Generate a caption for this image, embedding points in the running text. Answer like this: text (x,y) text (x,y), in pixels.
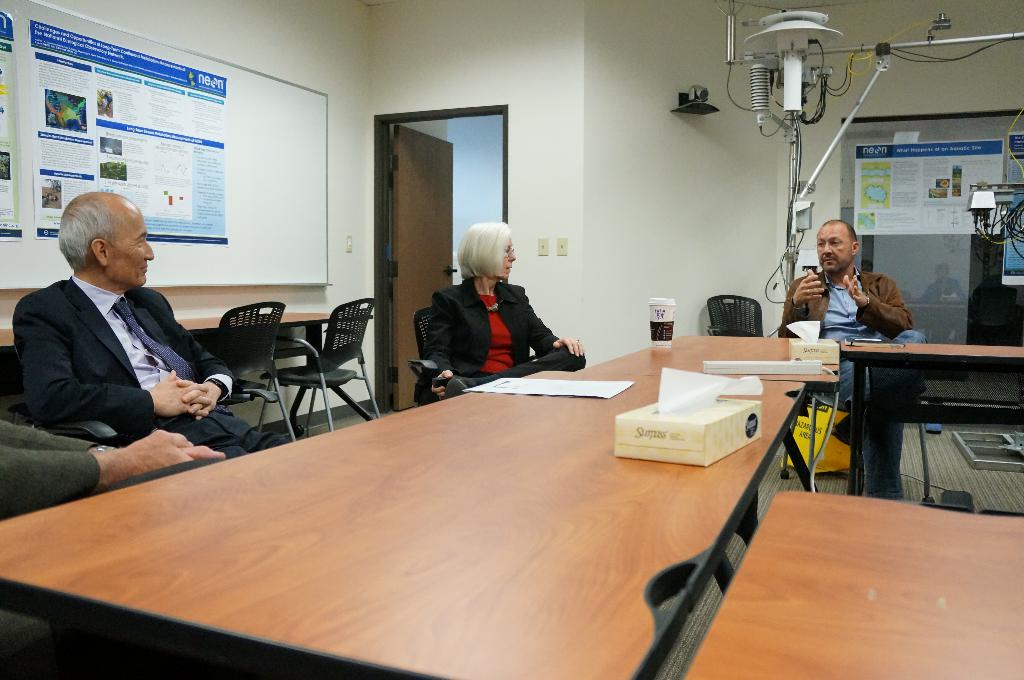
As we can see in the image, there is a board (293,146), door (408,183), wall (602,199), three people (834,300) sitting on chairs (253,396) and a table (539,454).
